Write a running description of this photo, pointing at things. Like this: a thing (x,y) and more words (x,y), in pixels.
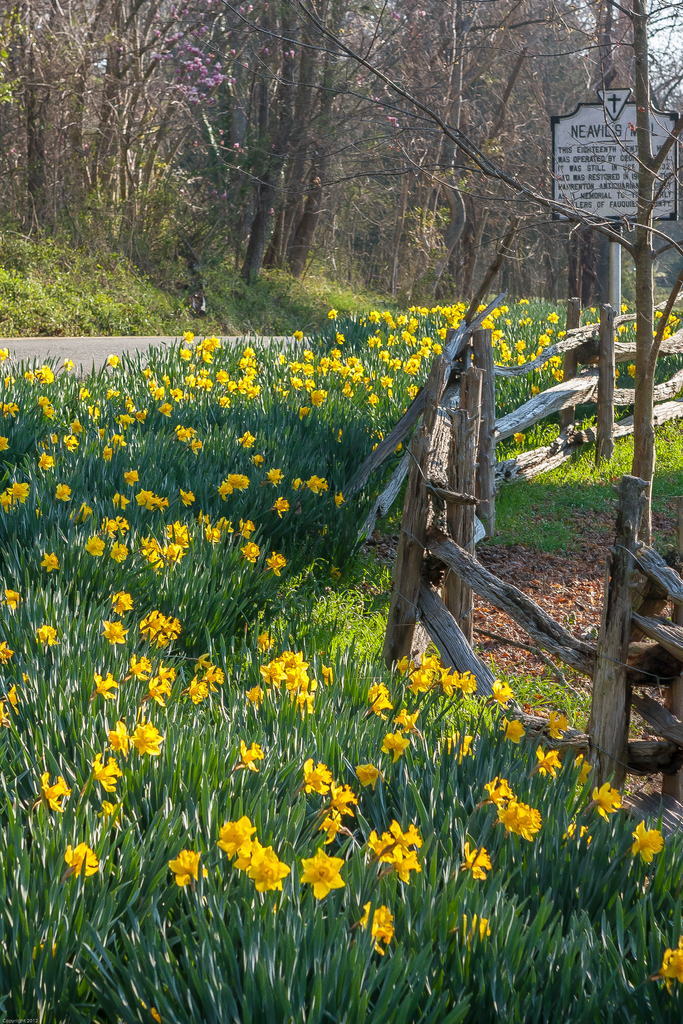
This picture is clicked outside. In the foreground (122,635) we can see the wooden poles (571,381) and we can see the text (578,152) on the board (595,160) attached to the pole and we can see the flowers (193,859) and plants (373,784) and the green grass (552,492). In the background (385,202) we can see the trees (270,212) and the grass (212,283) and we can see the road (84,340).
